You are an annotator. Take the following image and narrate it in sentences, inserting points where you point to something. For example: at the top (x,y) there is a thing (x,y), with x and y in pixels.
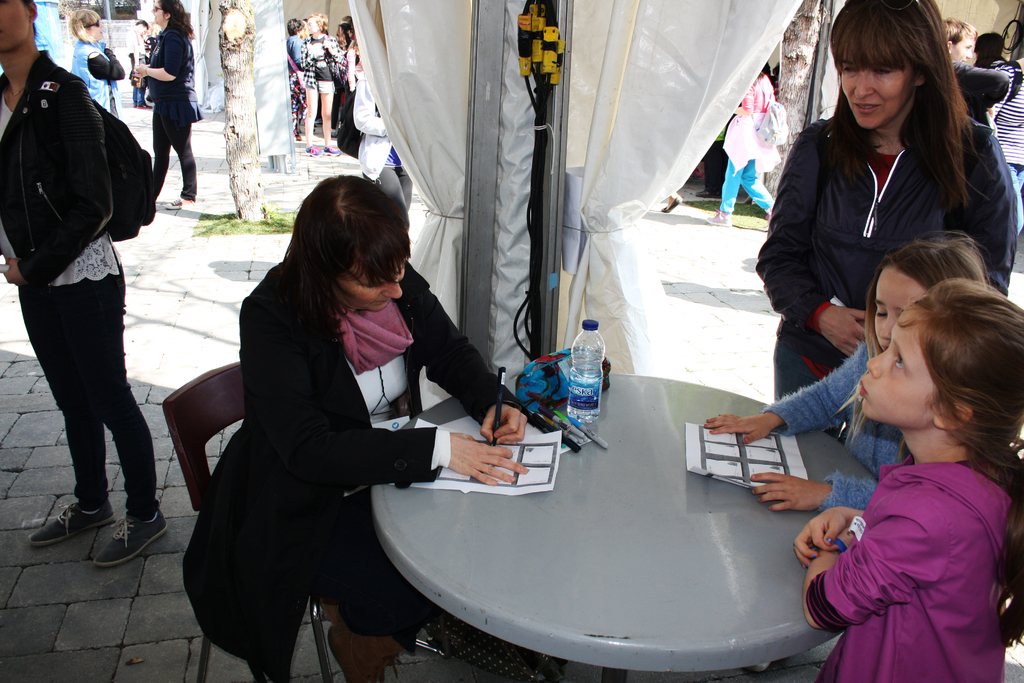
In image can see group of people (328,77) and some are sitting on the chair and writing something on the table (569,555) there is a bottle (570,385) and a bag (566,384) on the table (569,523), the woman (21,86) standing here wearing a bag (116,189). At the background (245,135) i can see a tree (245,119) and the curtain (399,59).
